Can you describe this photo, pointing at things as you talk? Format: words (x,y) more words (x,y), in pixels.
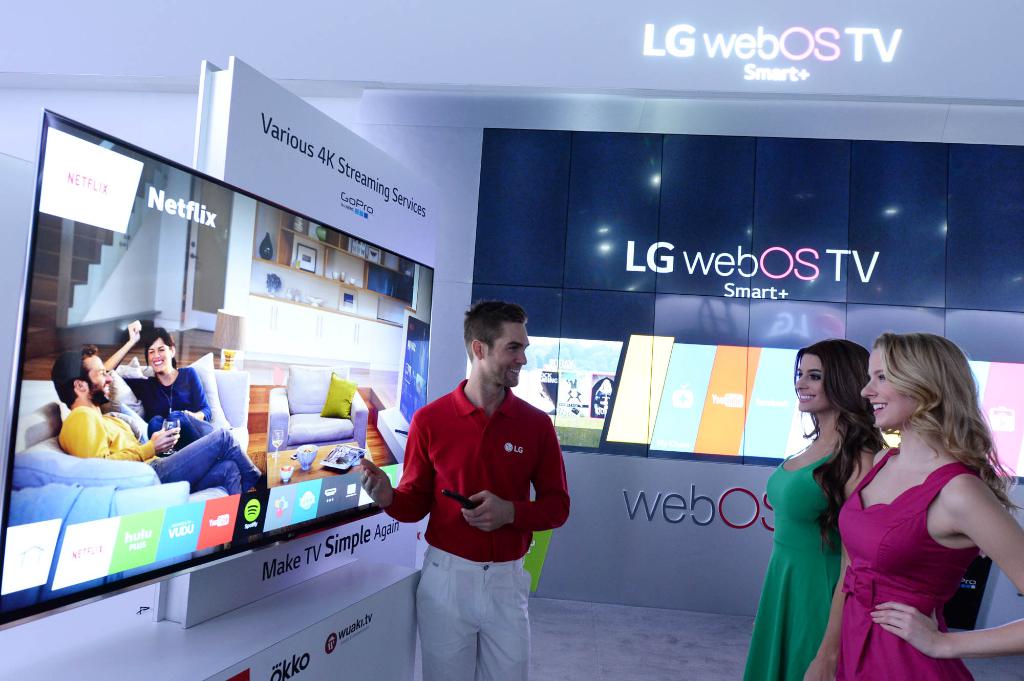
In the middle (435,433) a man (508,620) is standing and pointing the t. v (347,494). on the left side (251,398) he wore red color t-shirt (467,470) and also smiling. On the right side (829,650) 2 beautiful girls (834,530) are standing and smiling, they wore pink and green color dresses (841,542).
